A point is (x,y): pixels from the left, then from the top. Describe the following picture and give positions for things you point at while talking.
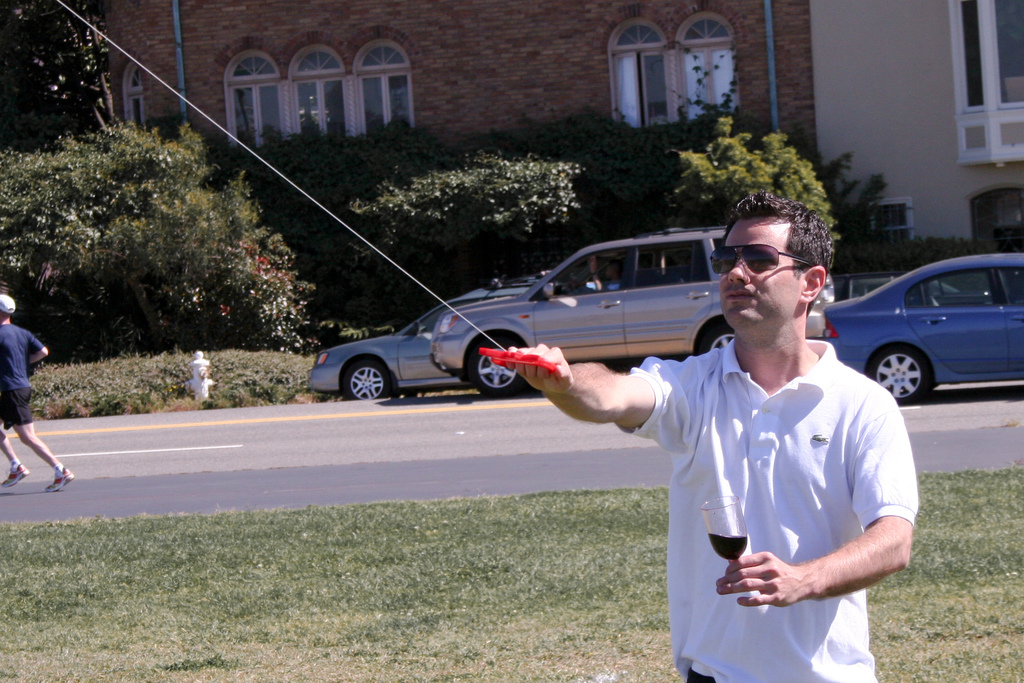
This man (784,290) wore goggles (738,259) and holding a glass (718,541). Vehicles (892,377) on road (555,421). This man (20,345) is running as there is a leg movement. Far there is a building (448,100) with window (334,81) and plants (526,198).
